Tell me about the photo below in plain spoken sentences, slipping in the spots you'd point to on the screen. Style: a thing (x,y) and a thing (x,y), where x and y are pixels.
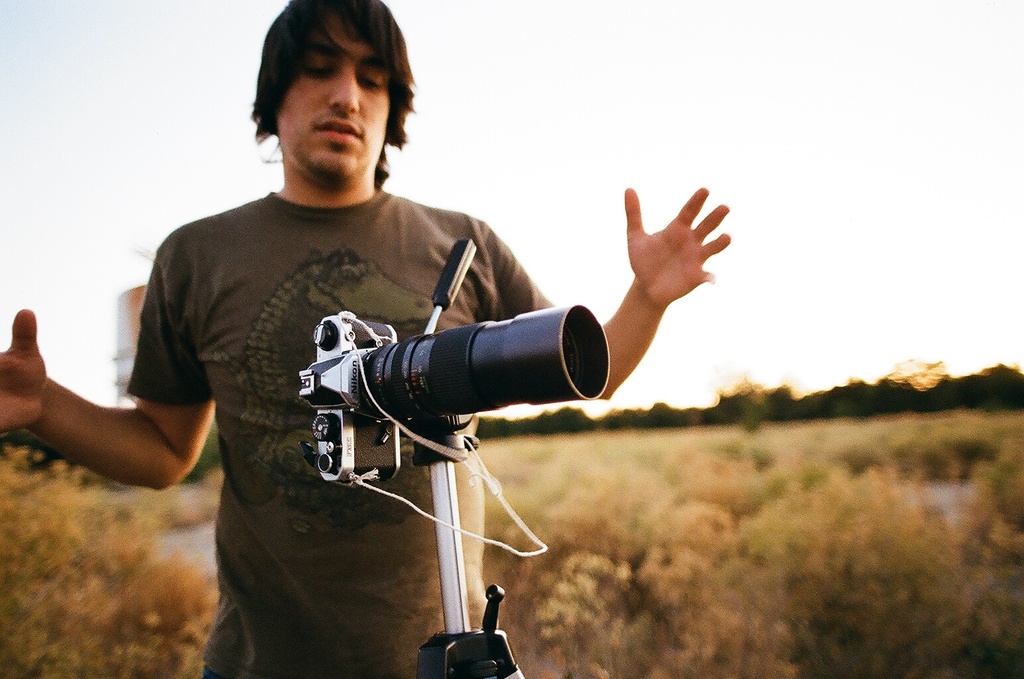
In this image I can see a man (161,325) is standing and I can see he is wearing grey color t-shirt (227,381). In the front of him I can see a stand (458,485) and on it I can see a camera (329,457). In the background (579,454) I can see bushes (799,473), a board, trees (861,384) and the sky (140,218). I can also see this image is little bit blurry in the background (511,52).
